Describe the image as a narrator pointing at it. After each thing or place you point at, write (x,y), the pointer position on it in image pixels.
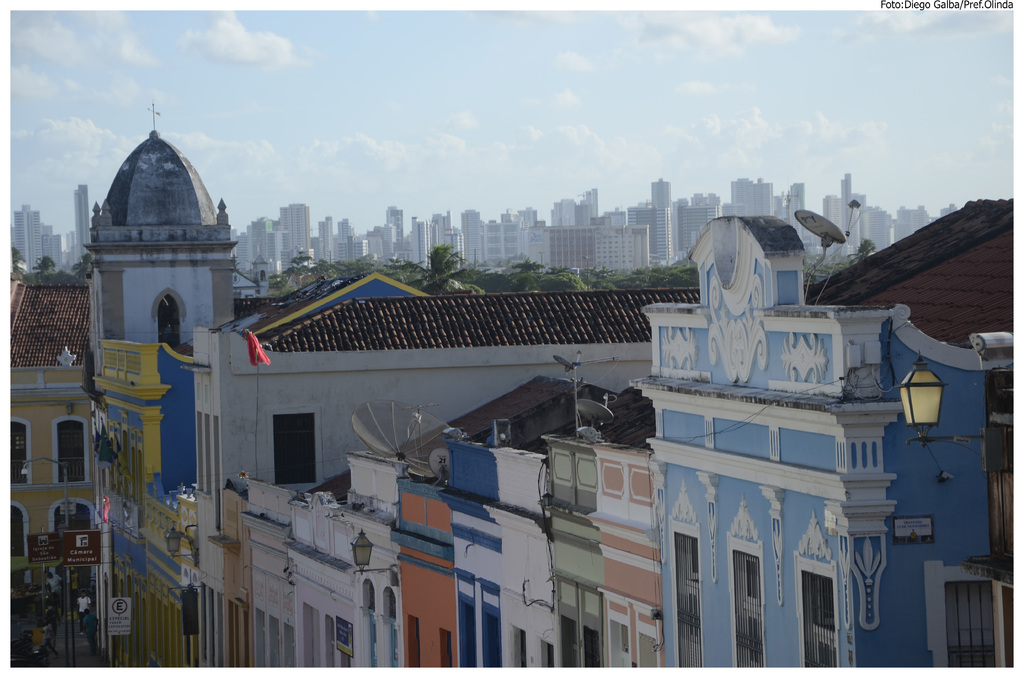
Here we can see buildings (498,534), lights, antennas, trees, flags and clouds (581,61) in the sky (383,65). On the left (38,643) at the bottom corner (20,645) there are few persons (48,631), vehicle (15,649) on the road (59,639) and we can also see hoardings (52,551) and poles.
